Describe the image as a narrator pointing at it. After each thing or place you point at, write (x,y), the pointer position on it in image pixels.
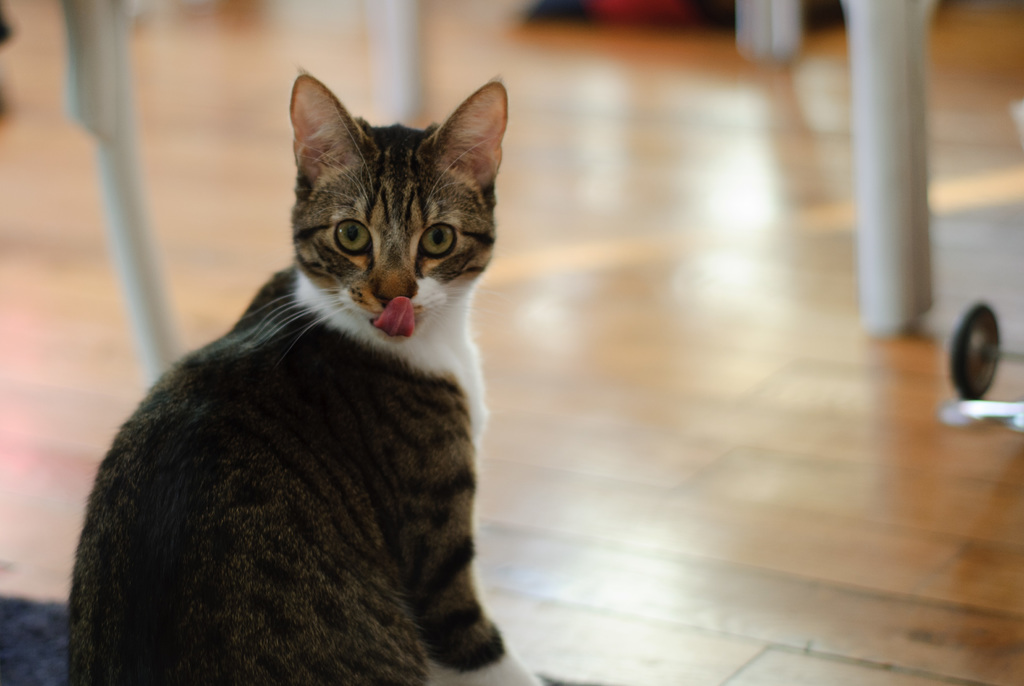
In the image we can see there is a cat (346,421) sitting on the floor (537,619) and she kept her tongue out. Behind the background (979,181) is blurred.
